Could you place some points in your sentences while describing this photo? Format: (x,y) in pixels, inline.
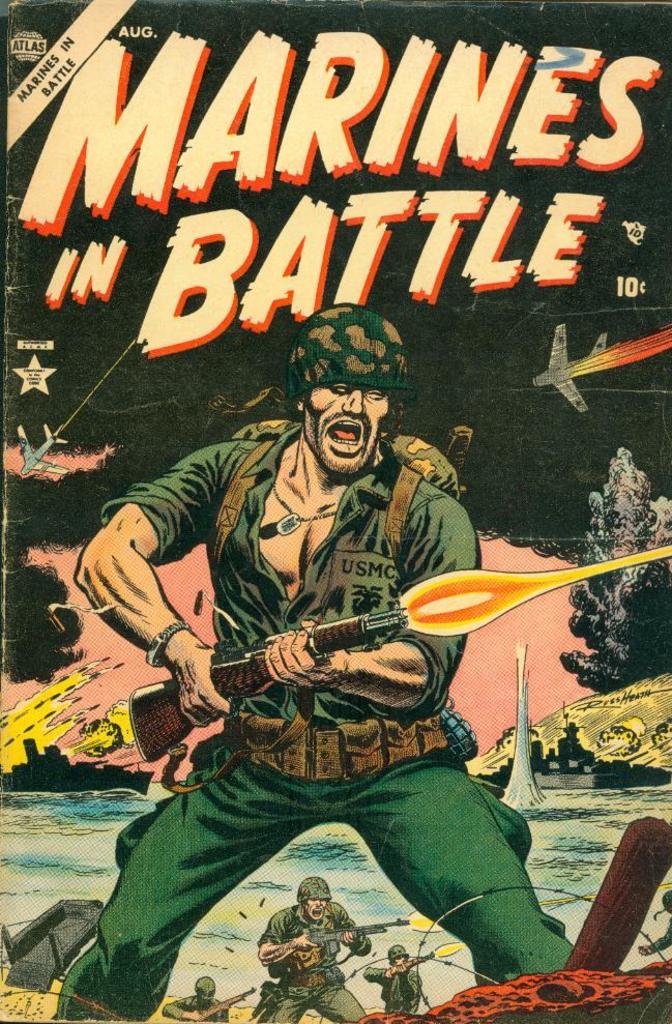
In this image we can see a book (332,574).
